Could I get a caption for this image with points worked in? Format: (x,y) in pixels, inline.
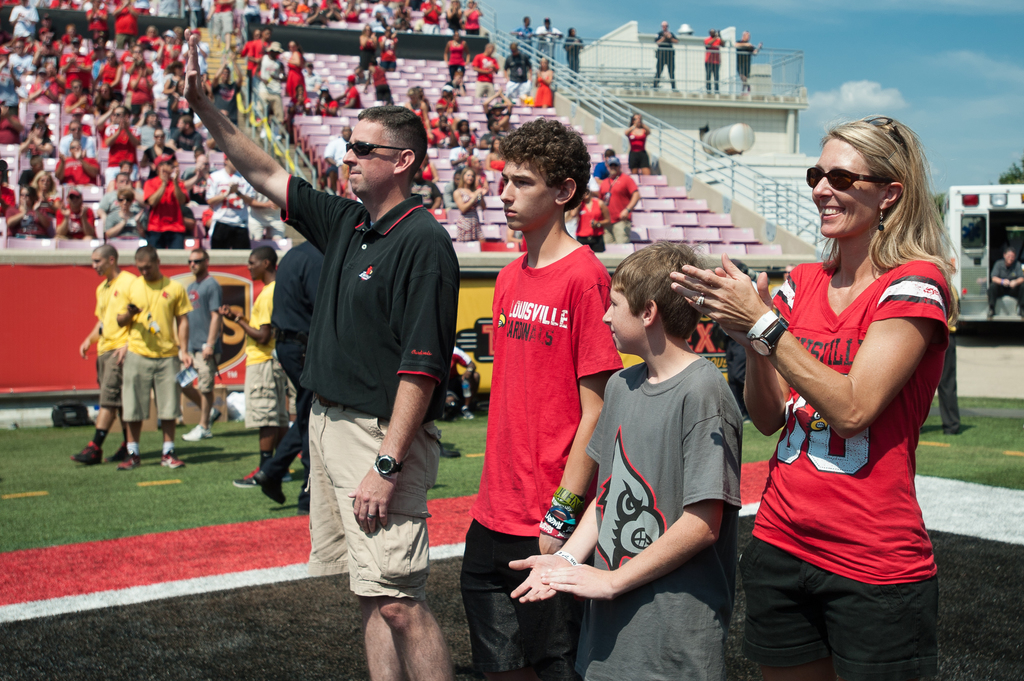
Here we can see few persons (531,506) on the ground (313,580) and this is grass (62,522). There is sky (894,29) with clouds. In the background (49,86) we can see crowd (228,105) sitting on the chairs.
